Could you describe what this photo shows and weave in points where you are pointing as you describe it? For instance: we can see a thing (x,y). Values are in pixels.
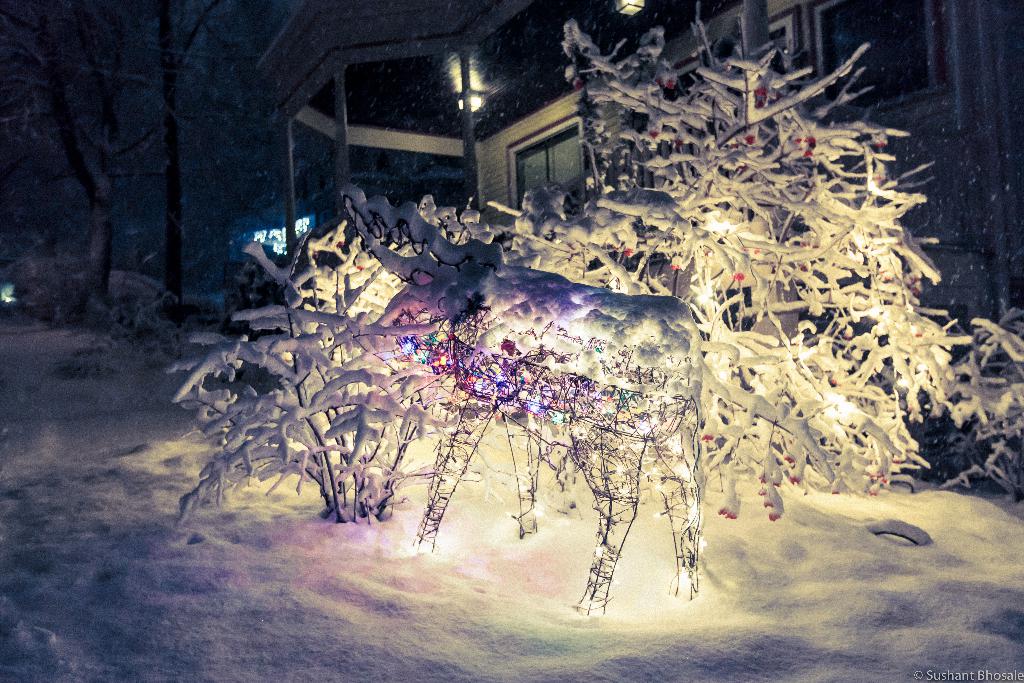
In this picture we can see tree (908,318) and an animal structure (631,403) where they are on the snow (492,643) and in the background (318,132) we can see house (583,141) with window (546,141), light (636,2), pillar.
